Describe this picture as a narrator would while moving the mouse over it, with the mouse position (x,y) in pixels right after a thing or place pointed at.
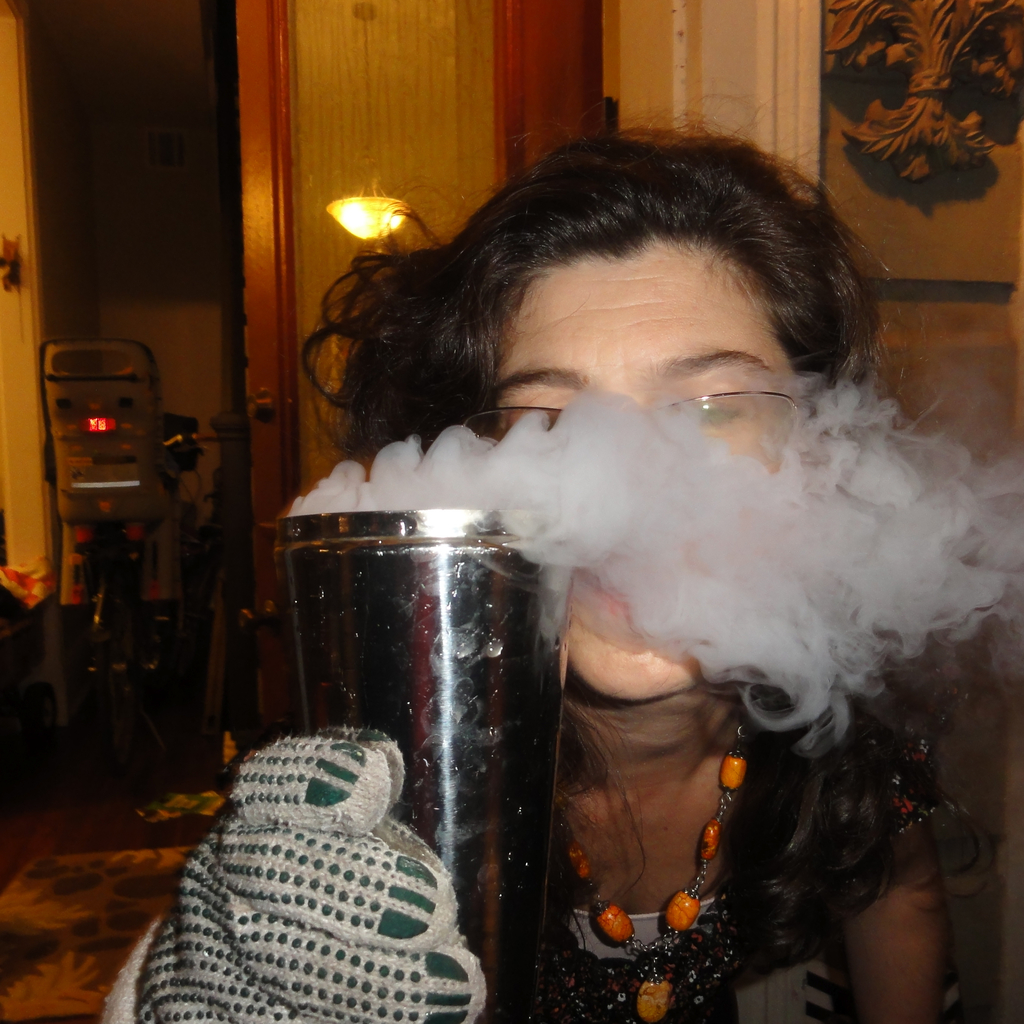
In this image in the foreground (606,754) there is one woman (622,736) who is holding a glass (484,671), and from the glass (440,510) some smoke (657,502) is coming out and in the background (90,680) there is a board (985,389), light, wall (170,364) and some objects (139,582). At the bottom (115,942) there is a floor (190,831), on the floor (199,817) there is one carpet (137,892).
